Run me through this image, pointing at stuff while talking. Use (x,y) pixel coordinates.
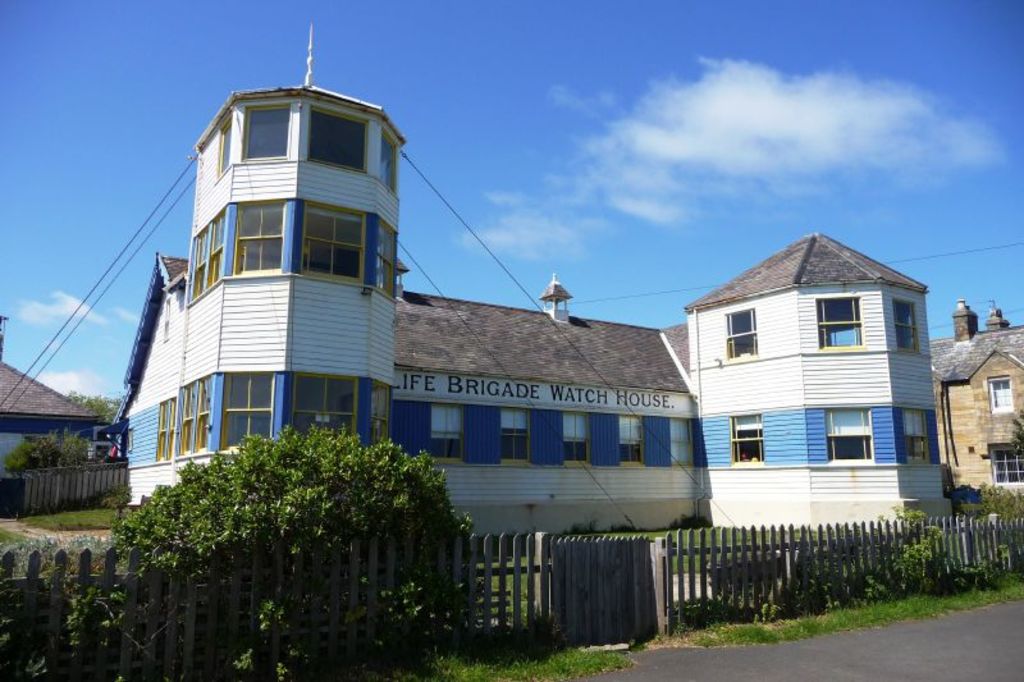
In this picture we can see the road (928,623), grass (942,598), plants (399,661), fences (473,569), buildings (975,335) with windows (1008,398), trees (104,408), wires (568,338) and in the background (537,138) we can see the sky (513,129) with clouds (704,84).
